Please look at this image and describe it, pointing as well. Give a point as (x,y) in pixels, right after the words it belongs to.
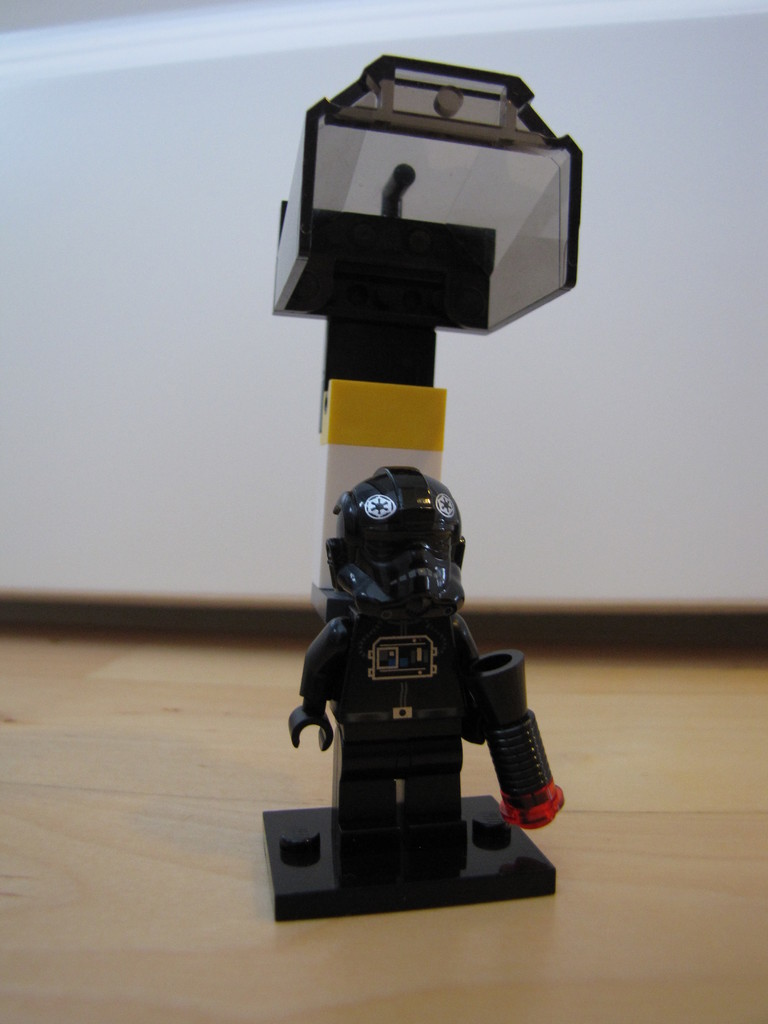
In this picture there is a toy (408,209). At the bottom (585,961) it looks like a table (318,927). At the back (209,121) it looks like an object (675,66).
